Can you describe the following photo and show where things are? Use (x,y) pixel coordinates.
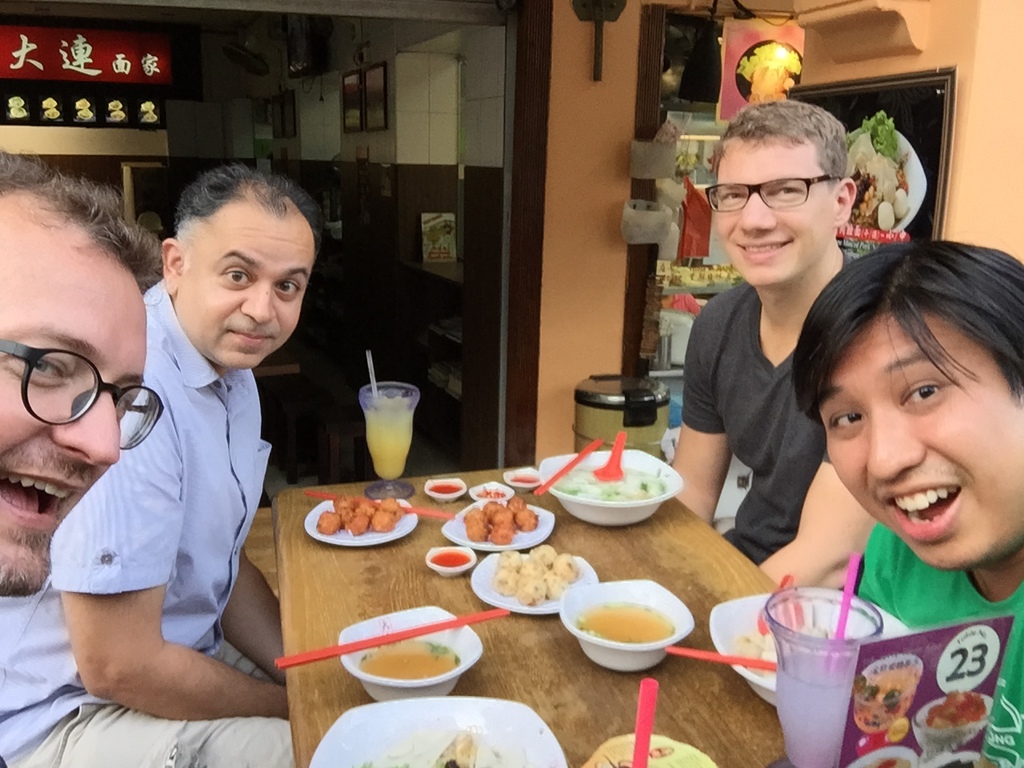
In this picture I can see some people (22,505) are sitting in front of the table (681,554), on which we can see some food items (536,599) are placed and also we can see some glasses (800,691), behind we can see a shop (448,214) on which we can see some objects (667,405).
